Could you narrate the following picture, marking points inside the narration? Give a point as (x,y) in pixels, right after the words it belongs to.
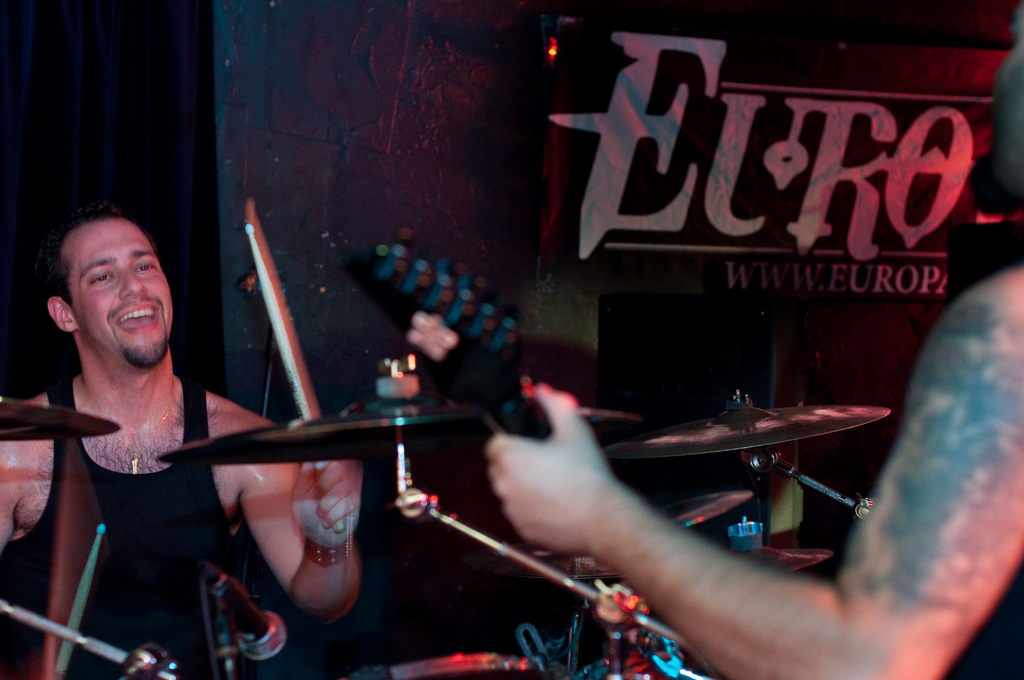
A man (157,387) is holding a drumstick (276,300) and playing drums (279,459). There are cymbals (374,438), mic stand (233,637). And in the right side (931,515) a person (639,536) is holding a guitar (516,381). In the back (748,194) there is a banner (689,172).
